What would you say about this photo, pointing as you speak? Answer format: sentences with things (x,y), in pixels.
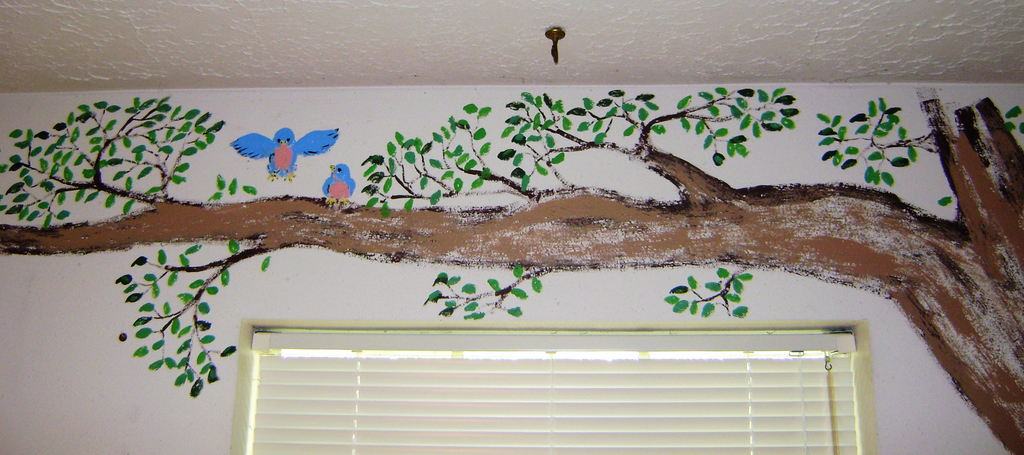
In this image I can see white color wall (467,153) and on it I can see drawing (532,263) of a branch (440,282) of a tree (942,319). I can also see drawings (265,145) of two blue colour birds (255,155). Here I can see window blind (597,421).
